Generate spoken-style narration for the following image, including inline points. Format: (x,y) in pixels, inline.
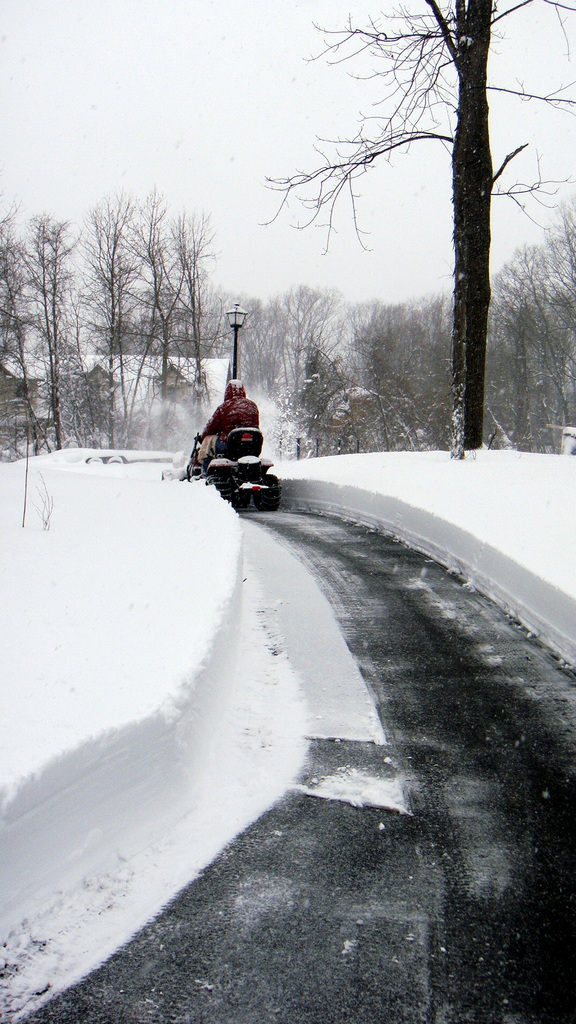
In this picture I can see a person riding vehicle (276,479) on the road (425,706), side I can see full of snow (129,549) and some trees (112,327) covered with snow (127,361).
